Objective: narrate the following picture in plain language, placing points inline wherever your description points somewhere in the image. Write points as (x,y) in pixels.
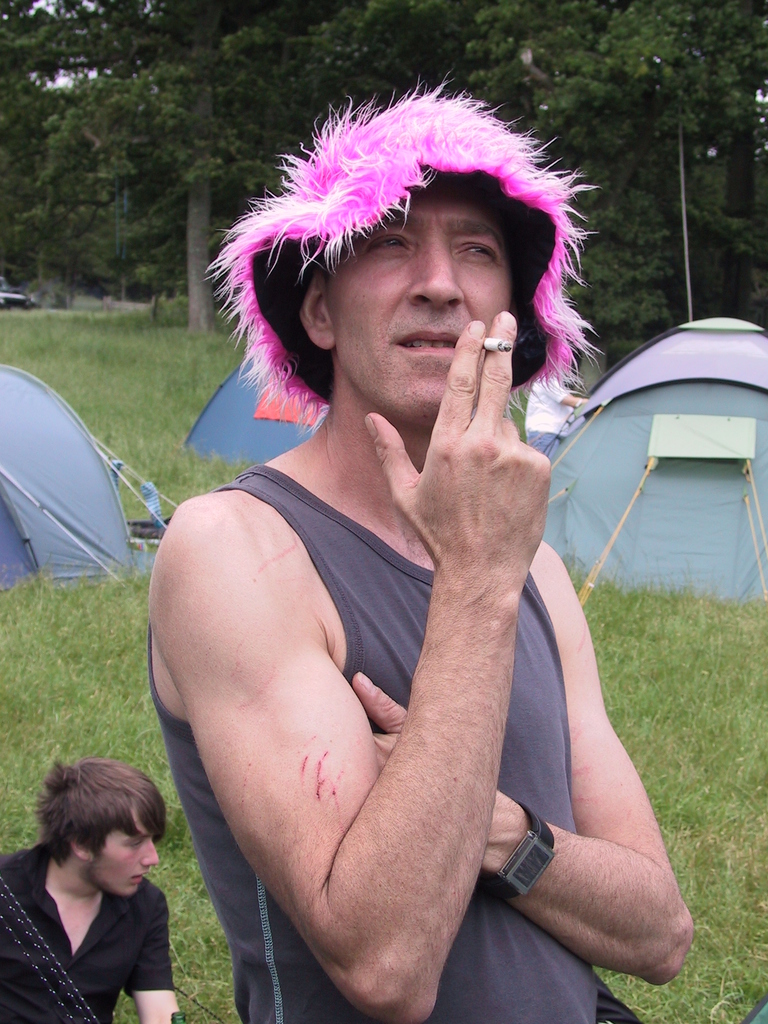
In this picture, we can see a few people (380,918), among them a person (479,445) with a hat (534,379) is smoking, and we can see the ground (43,679) with grass (43,679), tents (40,391), trees (672,193) and some object (4,287) on the left side of the picture (12,295).
